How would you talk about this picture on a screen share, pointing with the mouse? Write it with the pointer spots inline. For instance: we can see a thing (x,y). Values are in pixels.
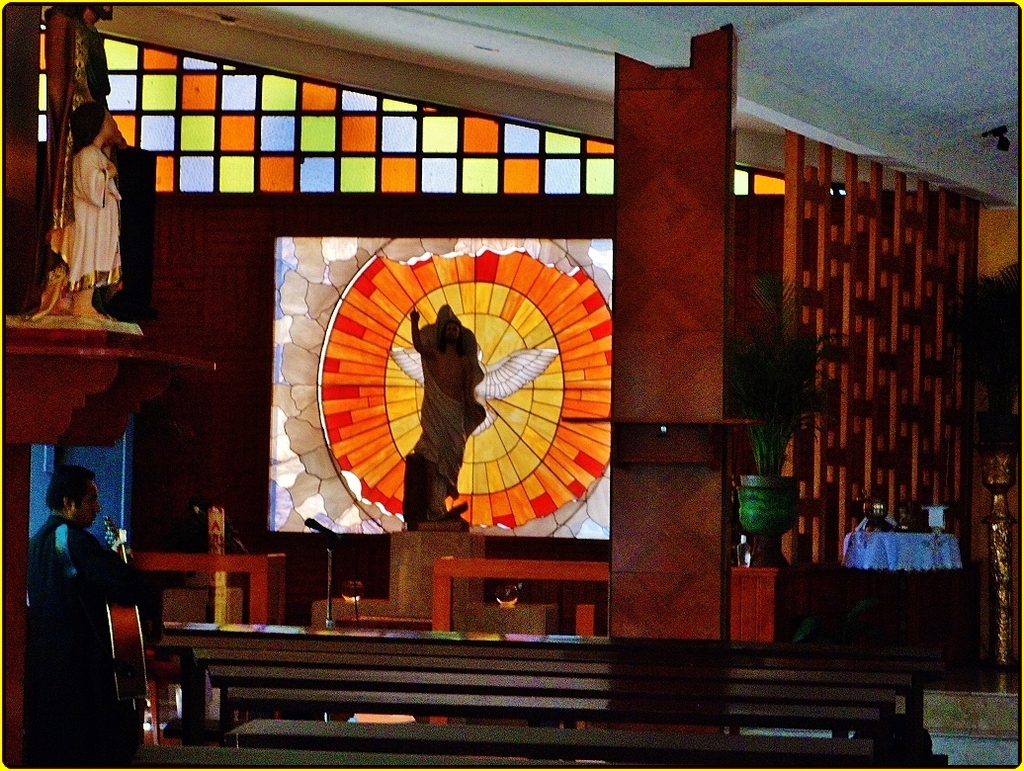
In the image we can see a man (60,662) standing, wearing clothes (56,678) and holding a guitar (124,678) in the hands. Here we can see the sculptures (88,185), pillars (625,331) and plant pot (759,485). We can even see stairs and glass windows (374,165) of different colors.
